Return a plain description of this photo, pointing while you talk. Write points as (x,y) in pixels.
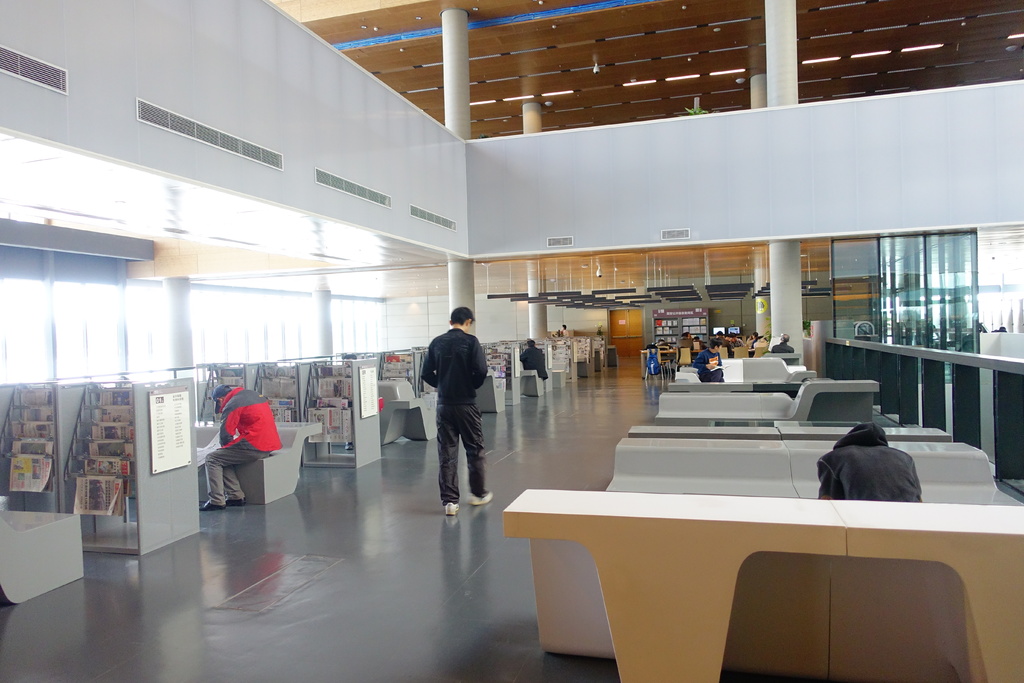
In this image I can see a person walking and few persons (230,387) sitting. There are few tables (545,523). I can see few newspapers (113,494) and magazines (279,401) in the racks (147,452). In the background (761,305) I can see few pillars (168,344).
